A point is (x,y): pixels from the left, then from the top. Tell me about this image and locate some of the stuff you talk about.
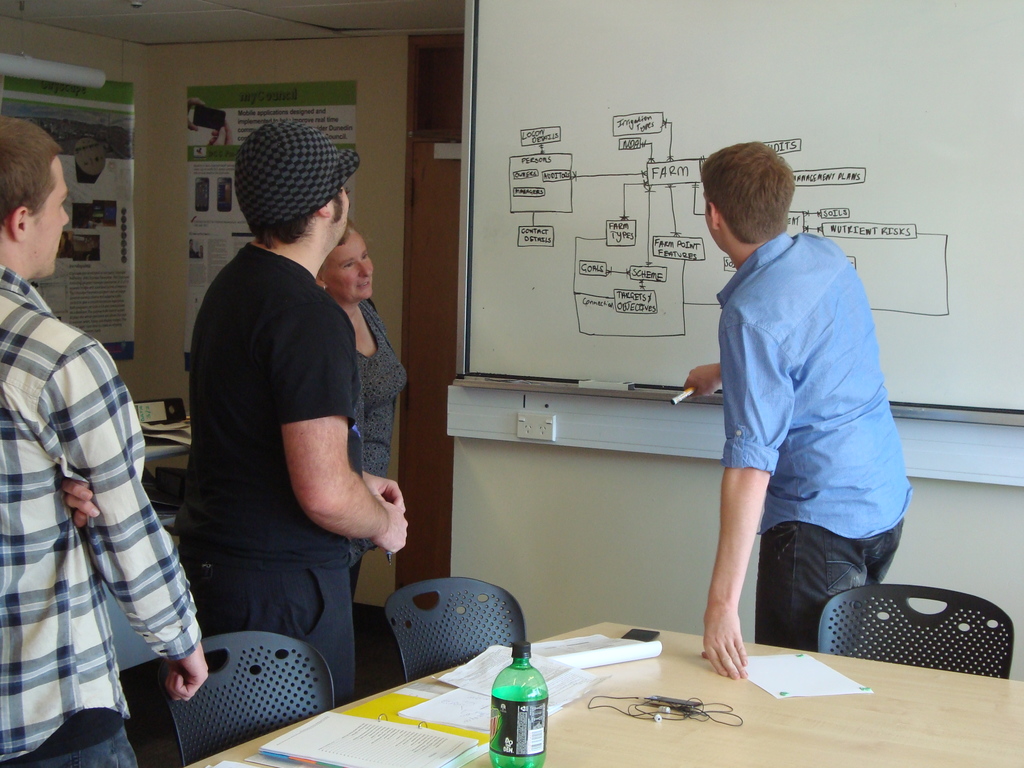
In this picture we can see some persons (79,738) standing on the floor (387,677). These are the chairs (460,640) and there is a table (956,739). On the table (677,670) there are some papers (377,739), and a bottle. This is the board (539,206). And there is a wall (185,187). These are the posters (93,266) on to the wall (151,304).
